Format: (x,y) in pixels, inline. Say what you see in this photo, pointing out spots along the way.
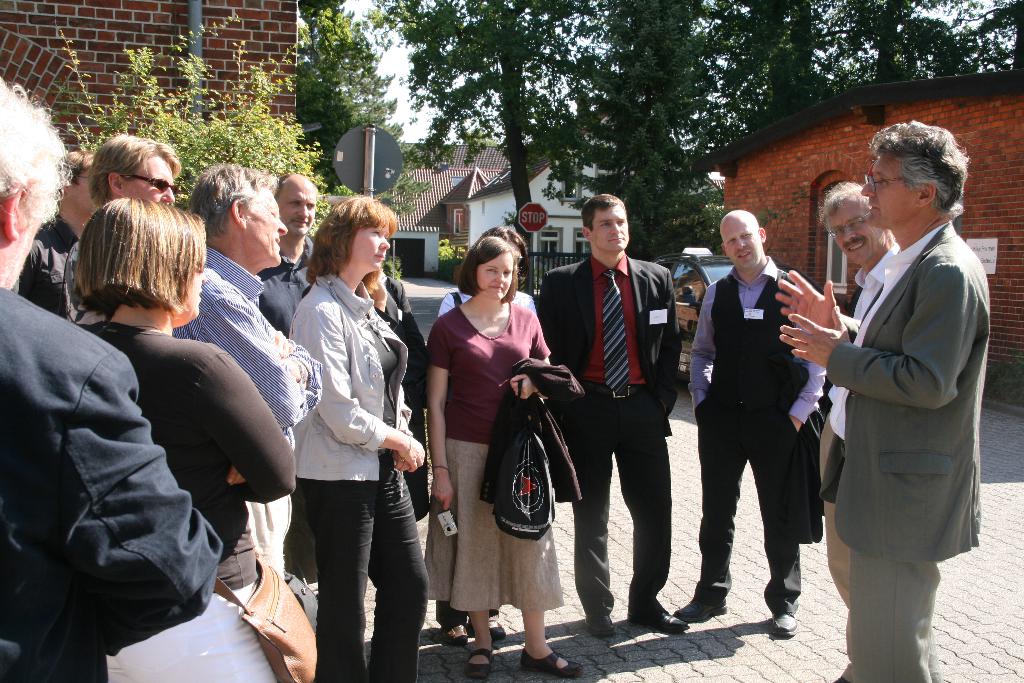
This picture is clicked outside. In the center (576,278) we can see the group of persons (601,310) standing on the ground (980,533). In the background (493,148) we can see the trees (522,97), houses (469,206), and boards (534,223) attached to the poles (366,165) and we can see the fence (538,264), vehicle (687,275) and the sky (405,64).
